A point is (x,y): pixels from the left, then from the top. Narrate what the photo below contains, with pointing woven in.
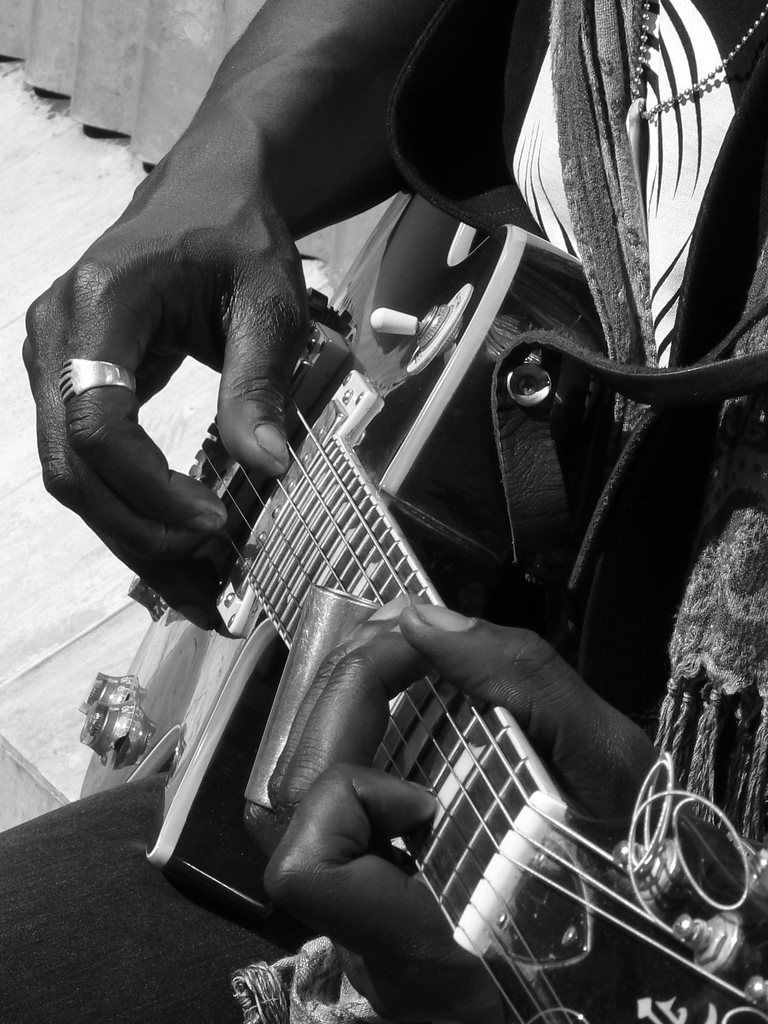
In this picture we can see hands (414,976) of a person (661,73) who is playing guitar (310,523).
